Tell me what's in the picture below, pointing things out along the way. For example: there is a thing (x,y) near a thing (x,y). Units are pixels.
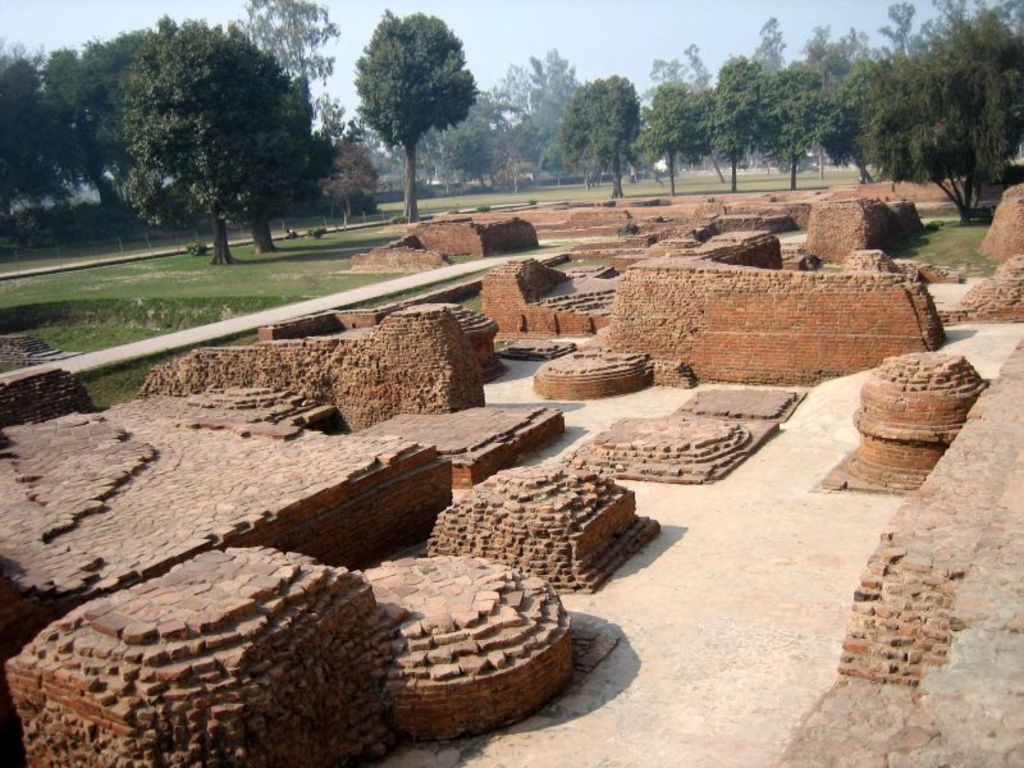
In this image we can see bricks (356,453) and there are brick walls (685,306). In the background (347,173) there are trees (496,121) and sky (551,49).
